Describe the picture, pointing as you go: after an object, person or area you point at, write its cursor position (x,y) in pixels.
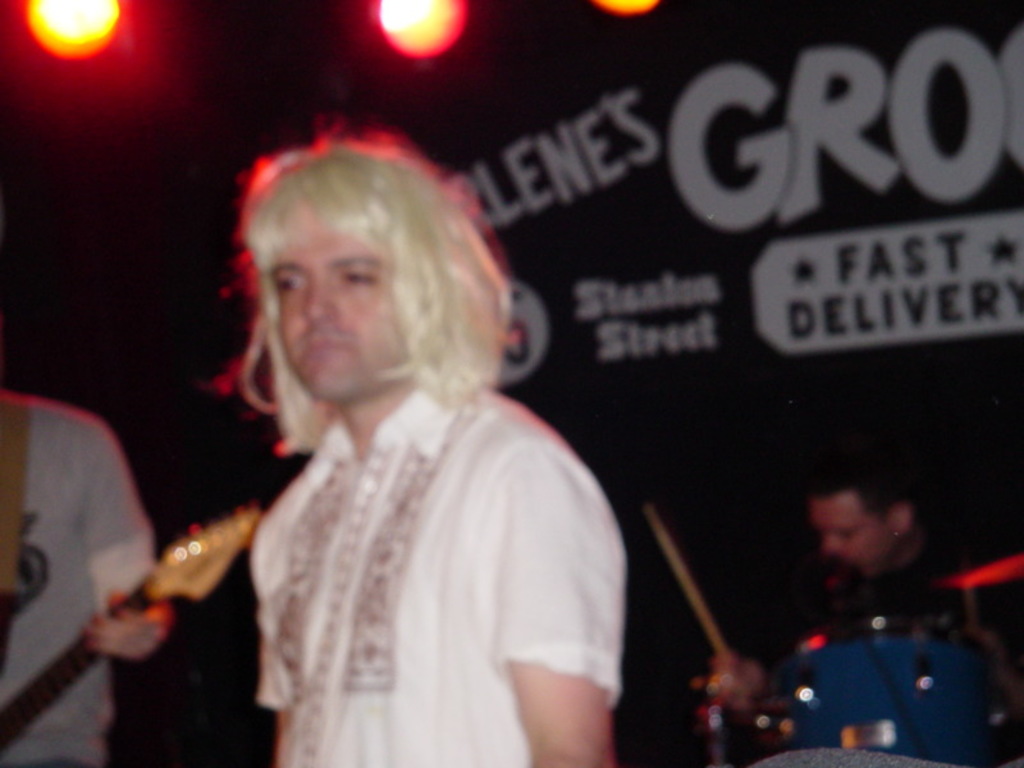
In this image, we can see a person (441,519) in white shirt (461,596) is standing. Background (15,618) we can see two people (66,625) are playing musical instruments (990,714). Here there is a banner (639,248). Top of the image (110,17), we can see the lights (58,52).
